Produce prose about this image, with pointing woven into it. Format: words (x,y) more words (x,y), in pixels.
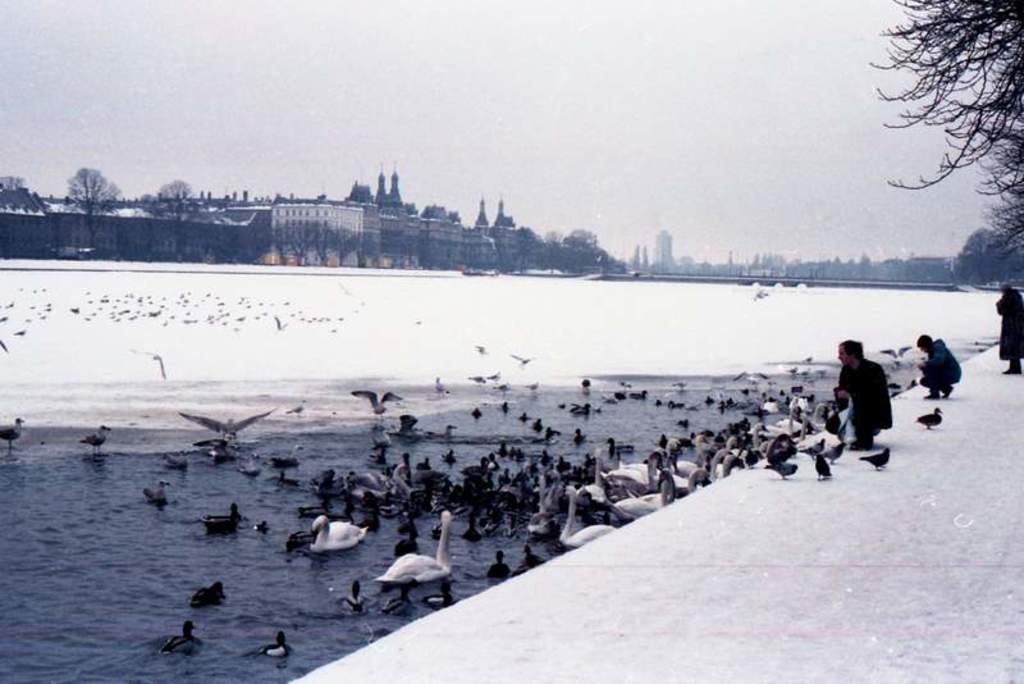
In this picture I can see the birds (443,528) in the middle (589,441), there is water (175,544). On the right side (854,352) there are few persons (938,383), in the background (368,298) there are buildings (424,244), trees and the snow (680,297). At the top (541,125) I can see the sky (519,151).
